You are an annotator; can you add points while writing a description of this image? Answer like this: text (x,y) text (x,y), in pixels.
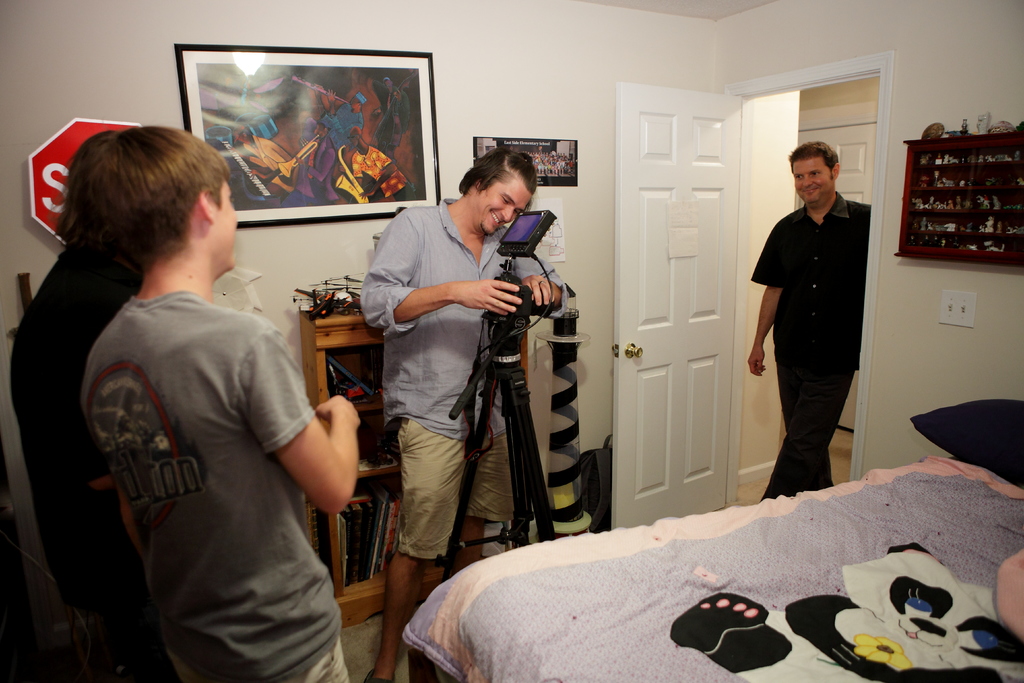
In this image I can see a group of people (469,315) standing on the floor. I can also see there is a door (667,372) and a photo (327,103) on a wall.
